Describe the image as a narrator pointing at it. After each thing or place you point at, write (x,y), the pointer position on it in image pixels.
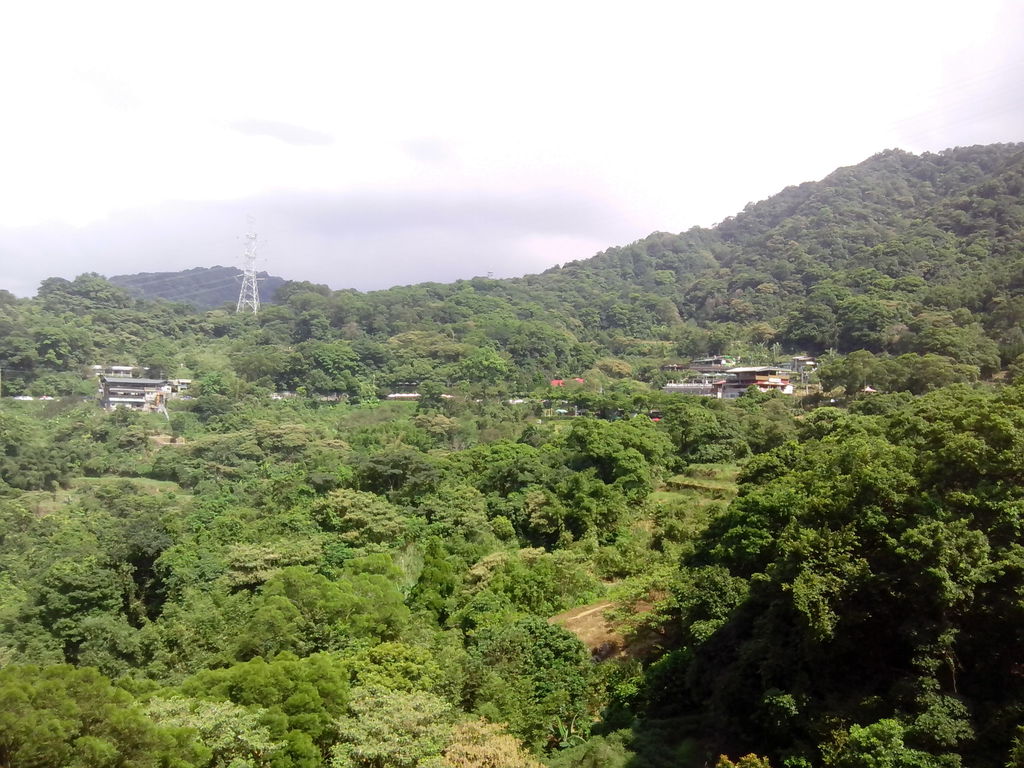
This picture might be taken from outside of the city. In this image, we can see some trees (328,423), houses (172,386), buildings (772,383), towers (246,278), electric wires (228,284). At the top (425,148), we can see a sky (309,140).
